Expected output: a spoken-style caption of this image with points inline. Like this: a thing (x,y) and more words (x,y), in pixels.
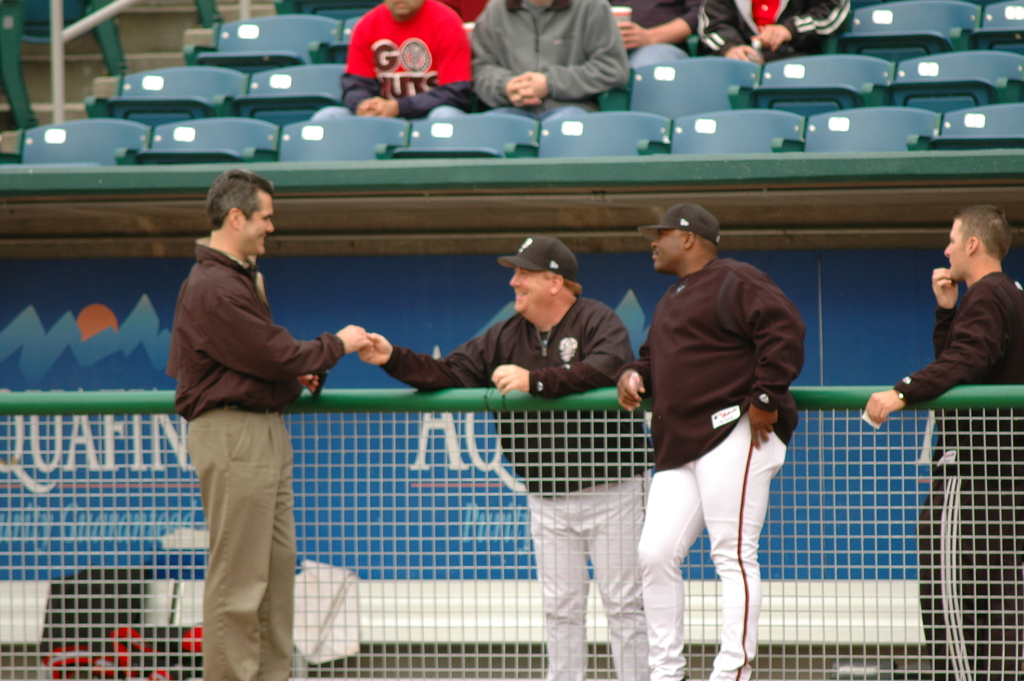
This image is taken in a stadium (452,177). At the bottom of the image (369,605) there is a net (399,565). In the middle of the image (564,383) four men (747,332) are standing on the ground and there is a board (838,348) with a text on it. At the top of the image (543,59) a few people (378,71) are sitting on the chairs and there are many empty chairs (501,132) and there is a railing (63,54).
